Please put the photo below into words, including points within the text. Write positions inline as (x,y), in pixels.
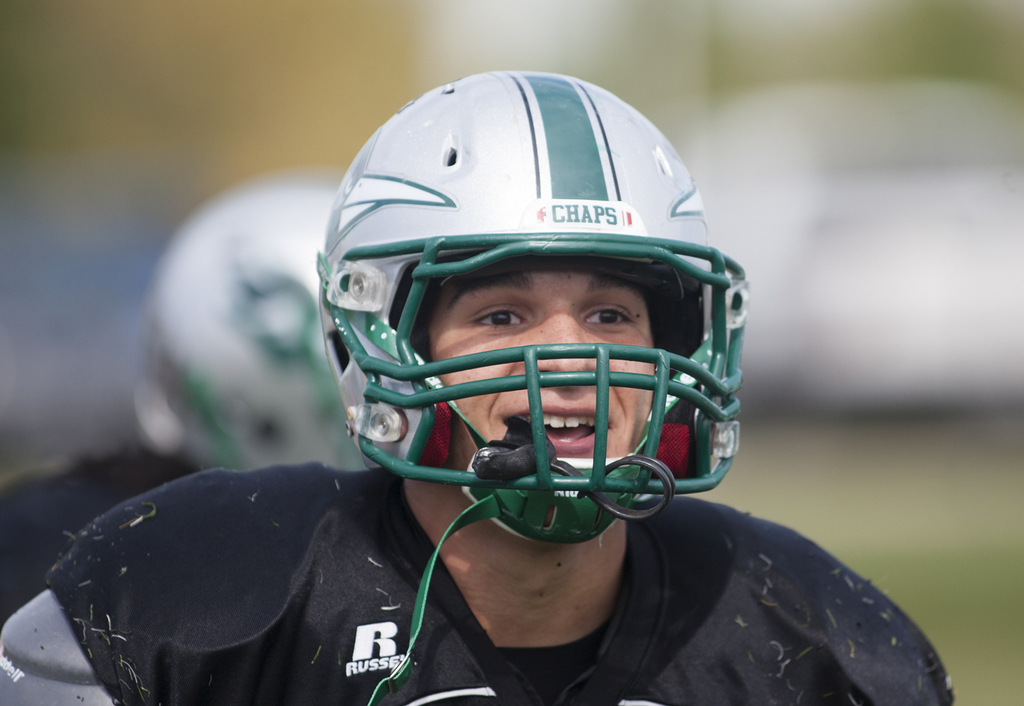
There is a man (479,566) wearing helmet (428,426). In the background (411,13) it is blur.
